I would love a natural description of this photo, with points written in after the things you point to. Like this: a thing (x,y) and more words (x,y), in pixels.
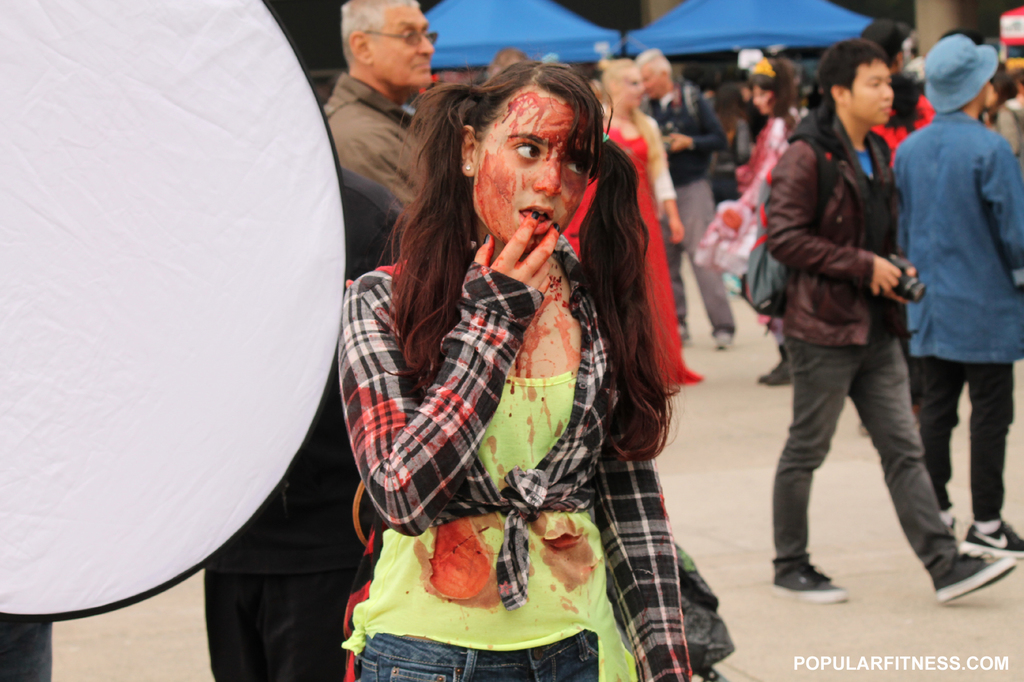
In this picture I can observe a girl (470,301) in the middle of the picture (482,350). In the background (733,217) I can observe some people (704,164). There are men (795,135) and women (779,87) in this picture. In the bottom right side (876,658) I can observe text (872,658).
